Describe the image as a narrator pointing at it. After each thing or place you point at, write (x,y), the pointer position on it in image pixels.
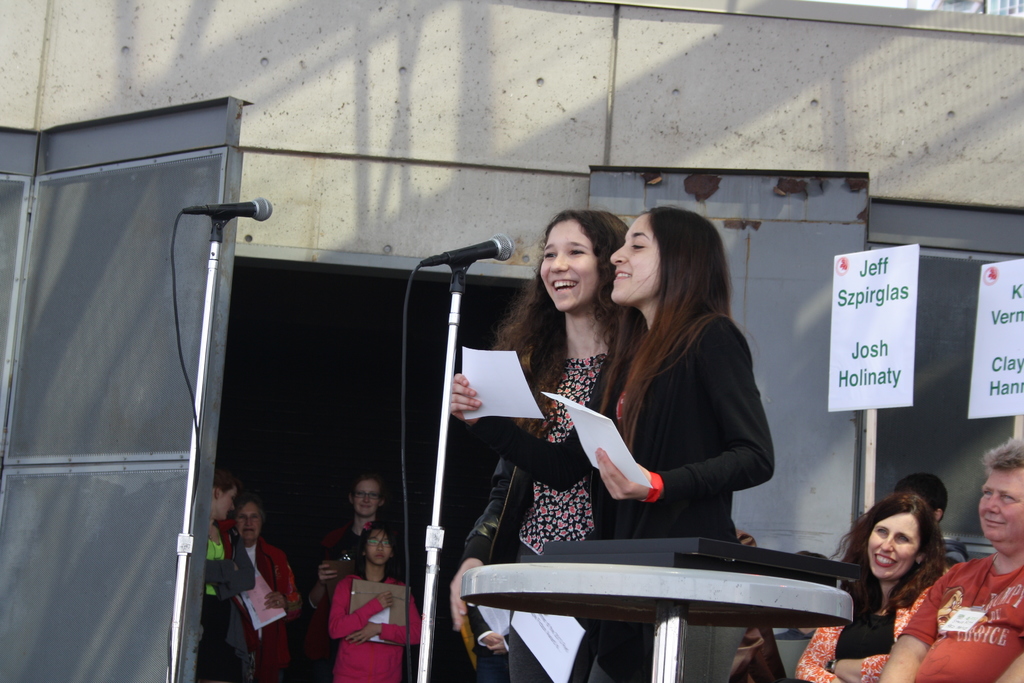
In this image I can see two persons (674,433) wearing black colored dresses (641,457) are standing and holding papers (577,420) in their hands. I can see few persons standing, few persons (1002,565) sitting, few microphones (436,522), few white colored boards (993,326) and a building (637,168).
